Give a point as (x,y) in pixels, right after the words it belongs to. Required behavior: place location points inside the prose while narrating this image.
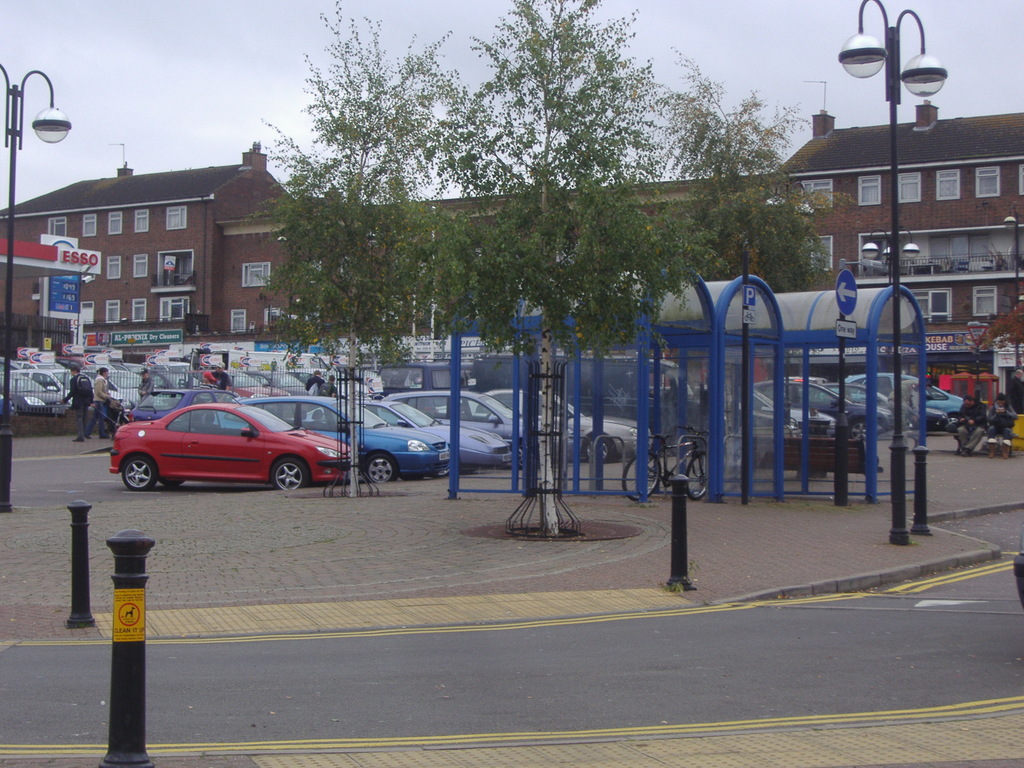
In this image there are so many cars (153,453) on the road (550,662), beside that there are people (79,434) standing also there are some booths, tree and street light poles (897,534) and buildings (987,317).
